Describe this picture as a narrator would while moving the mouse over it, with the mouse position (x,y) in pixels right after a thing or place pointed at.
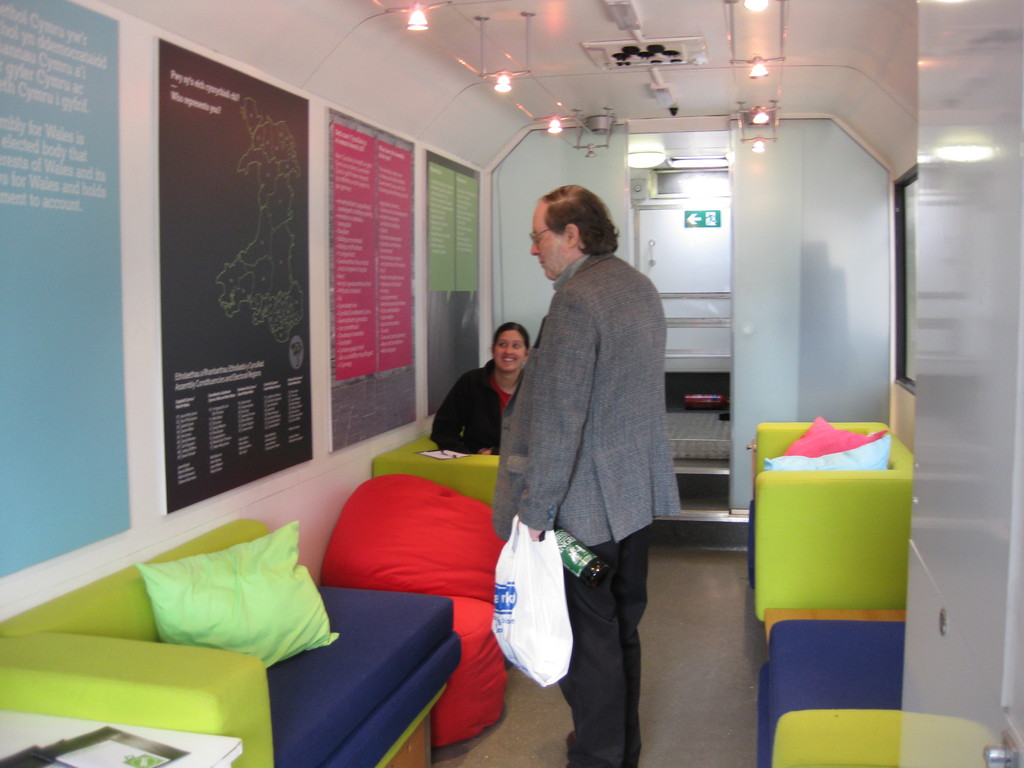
On wall (314,200) there are different type of posters (230,438). This are couches (207,668) with pillows (289,583). This is a bean bag (490,597). This man (578,225) is standing and holds a plastic cover (530,553) and bottle (581,568). This woman (495,412) is sitting. This is a sign board (708,217). Lights (425,21) are attached to this roof top (749,30).
